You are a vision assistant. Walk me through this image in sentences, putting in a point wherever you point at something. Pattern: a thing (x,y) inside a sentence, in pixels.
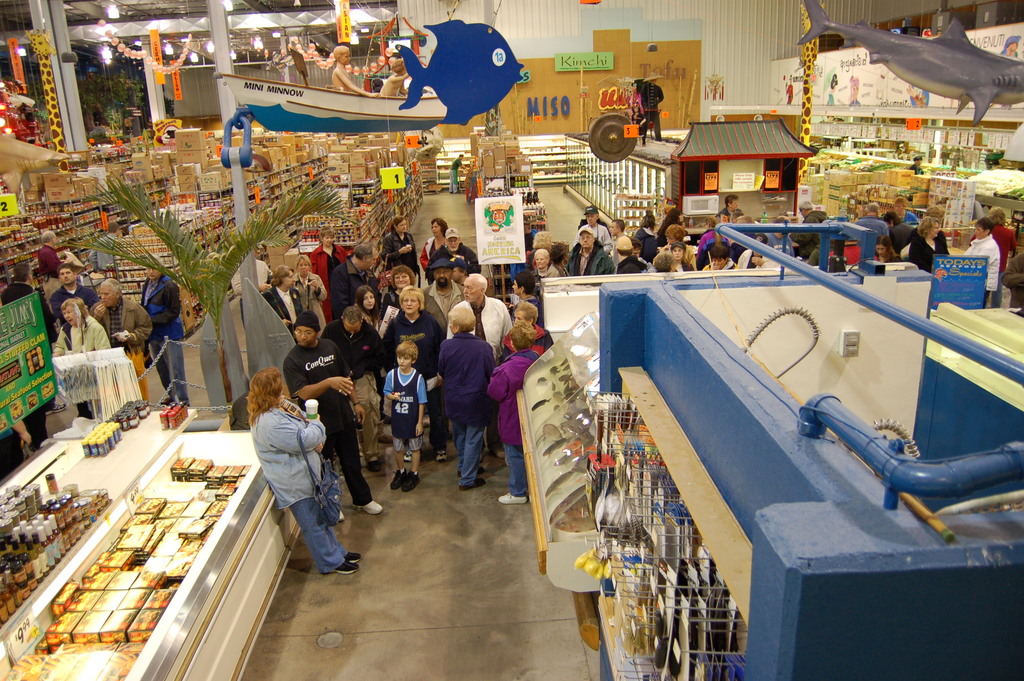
In this image we can see a group of people (359,332) standing on the floor (429,477). We can also see some objects (253,199) placed in the racks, some objects (119,606) on the tables (235,604), a group of cardboard boxes (337,168) placed one on the other, some boards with text (175,84) on them, some balloons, ribbons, a plant (204,311), some ceiling lights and decors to a roof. On the right side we can see some metal poles (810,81).
